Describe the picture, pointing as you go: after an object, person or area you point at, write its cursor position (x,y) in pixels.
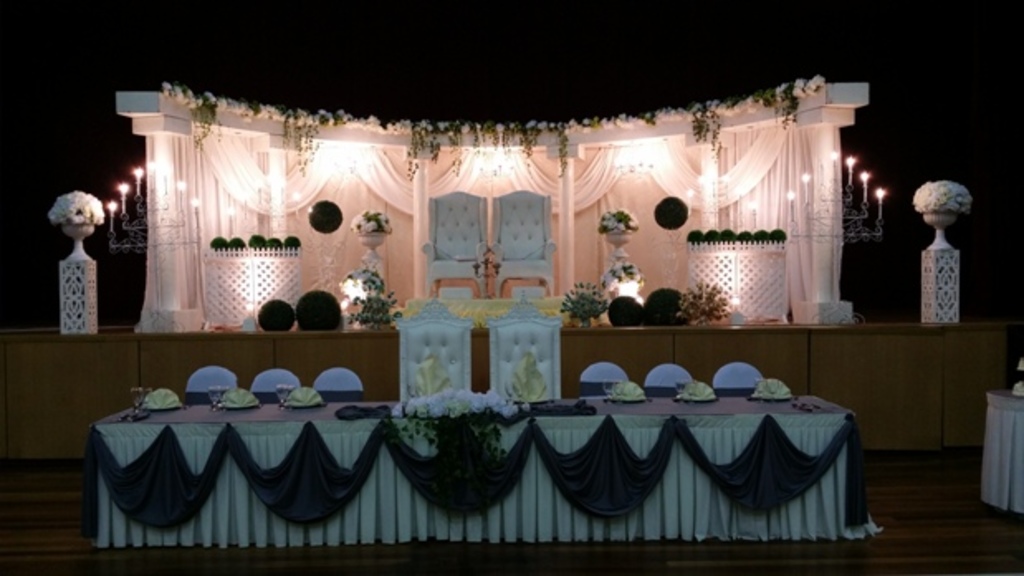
In this picture there is a stage (298,260) decorated with white color curtains (616,172) and flowers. There are some green color balls (232,246) on stage (154,203), In front of it there are two white colored chairs (542,258). Beside the decoration (670,229) there is a pot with white color flowers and a stand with lights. And in the bottom (622,451) there is a table (803,457) with curtains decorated on it.
